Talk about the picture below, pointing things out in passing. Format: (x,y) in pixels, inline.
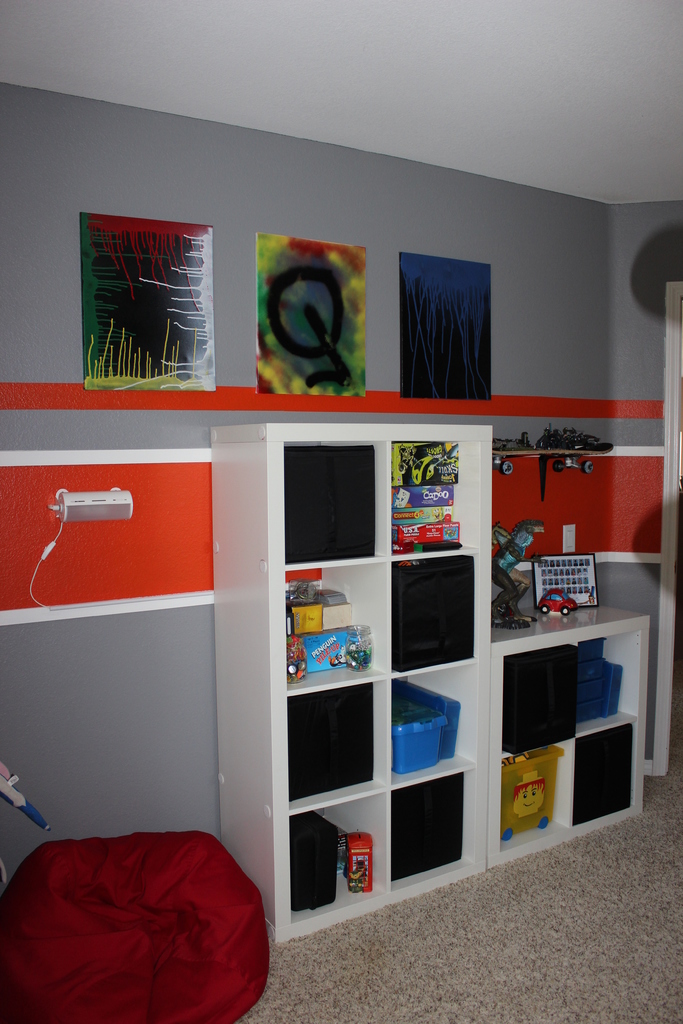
In this image we can see some objects (454,792) and toys (502,798) which are placed in the racks (556,780). We can also see a device (112,498) and some frames (141,330) on a wall (189,534) and a bean bag (196,938) on the floor (647,962).
